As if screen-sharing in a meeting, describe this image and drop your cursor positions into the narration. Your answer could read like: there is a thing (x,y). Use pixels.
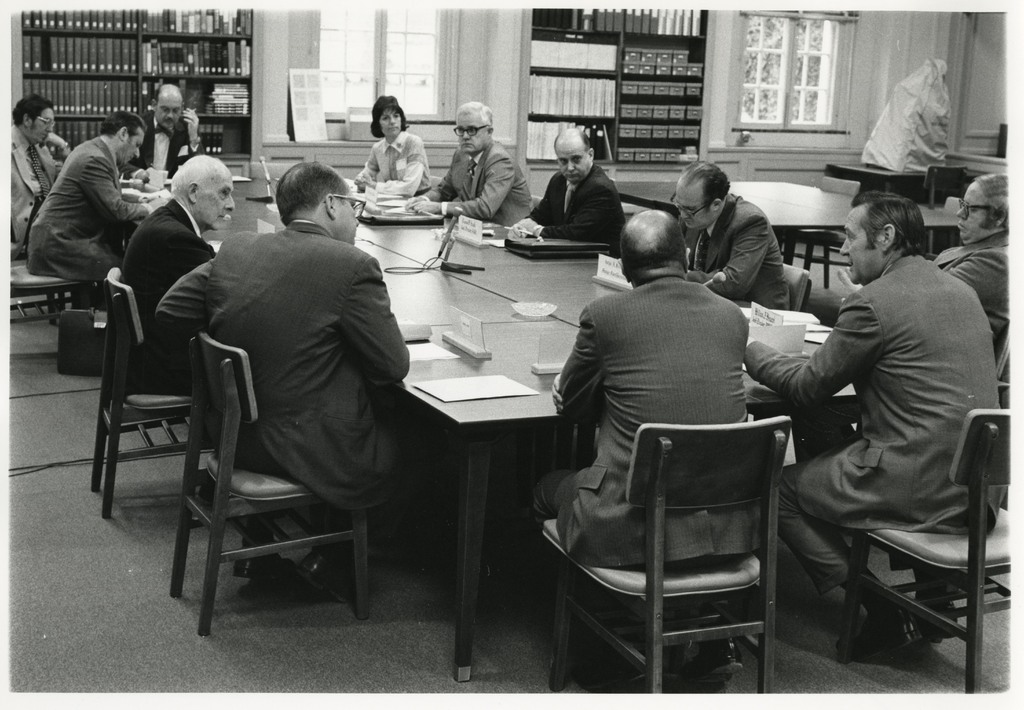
In this picture there are several people (906,335) sitting on a table (450,379). In the background (117,99) there are many books (92,63) kept inside a wooden shelf (643,101).
